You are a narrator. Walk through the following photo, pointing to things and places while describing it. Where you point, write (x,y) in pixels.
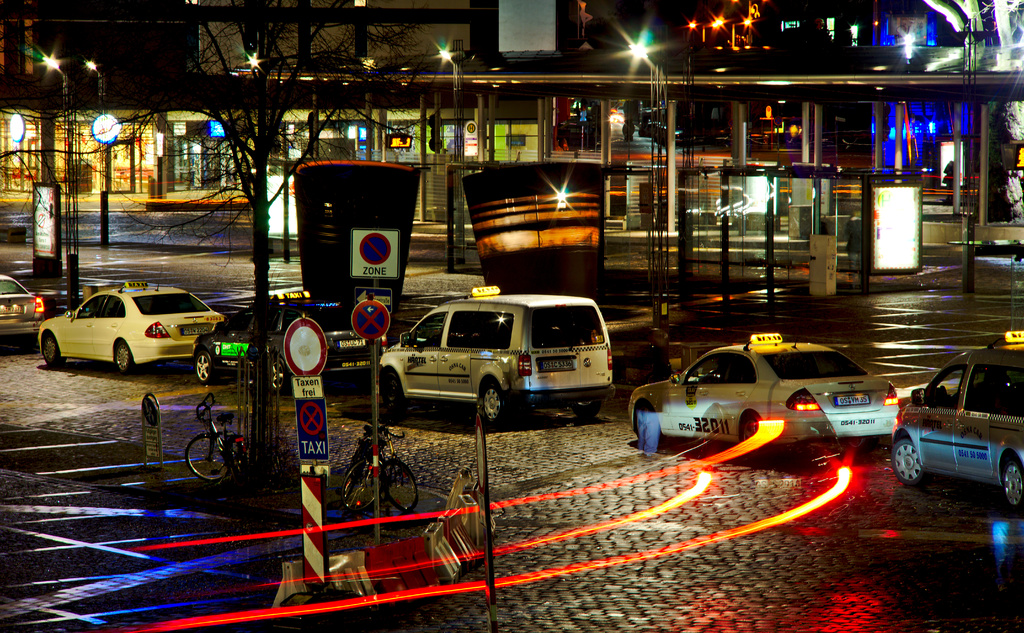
In this image, we can see vehicles (1011,479) on the road (868,500). At the bottom (395,443), we can see poles (968,196), sign boards (152,420), tree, bicycles (190,460) and rods (492,511) on the platform (165,470). Background we can see pillars (985,190), shed (766,223), lights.
